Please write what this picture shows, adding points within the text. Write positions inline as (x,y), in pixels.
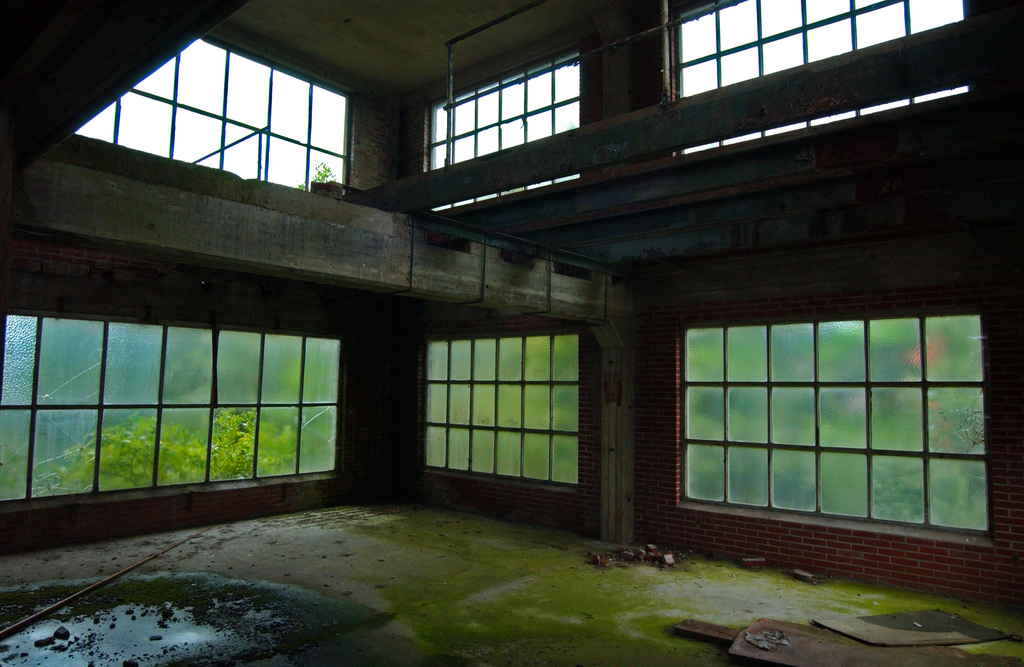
In this picture we can see inside of the building (665,547), in the background (756,426) we can find few metal rods (869,401), glasses (313,415) and trees (178,423).
